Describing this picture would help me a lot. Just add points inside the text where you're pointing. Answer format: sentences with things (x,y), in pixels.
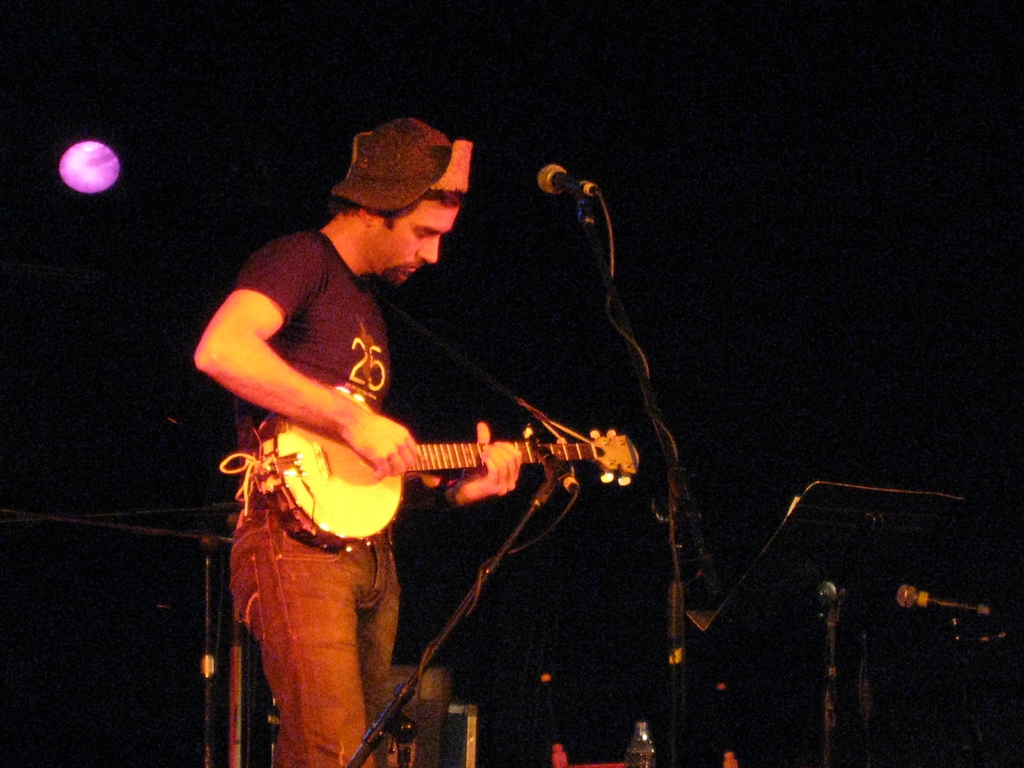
There is a person (278,756) standing on the left side (339,369). He is playing a banjo (297,533). Here we can see a microphone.
